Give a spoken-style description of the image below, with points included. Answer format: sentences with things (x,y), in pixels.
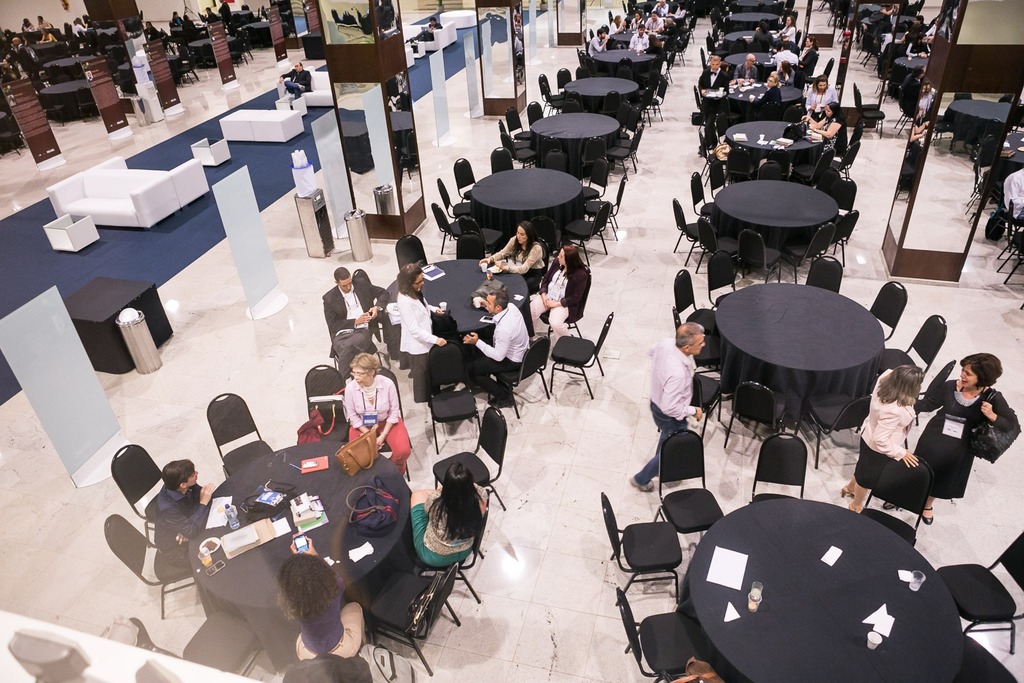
In this image I can see number of people (468,549), chairs (746,155) and tables (274,479). I can also see sofas (177,191), dustbins (364,228) and mirrors (365,135) on all pillar (379,42).
